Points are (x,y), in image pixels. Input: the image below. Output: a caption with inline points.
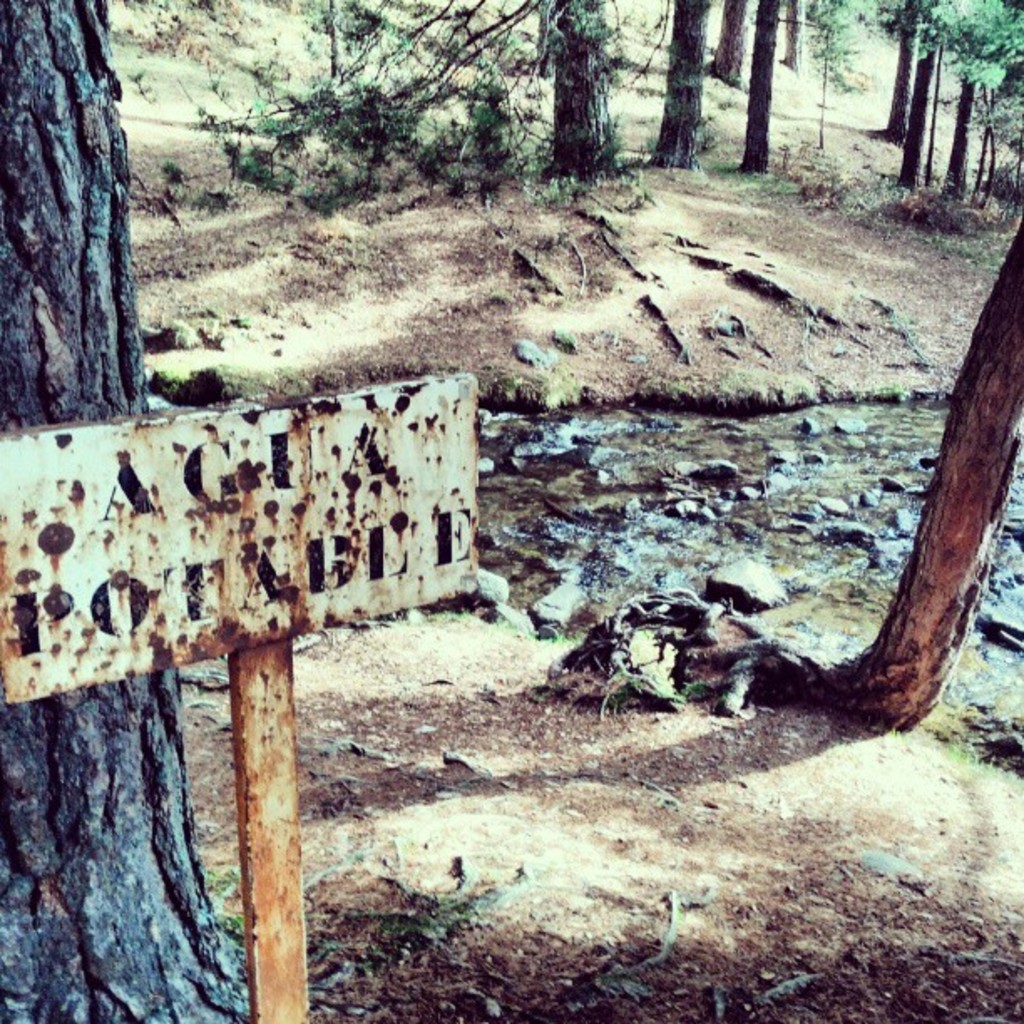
In this image in the front (353,571) there is a board (244,587) with some text (271,571) written on it. On the ground (274,379) there are stones (781,481) and in the background (700,101) there are trees (751,99).
